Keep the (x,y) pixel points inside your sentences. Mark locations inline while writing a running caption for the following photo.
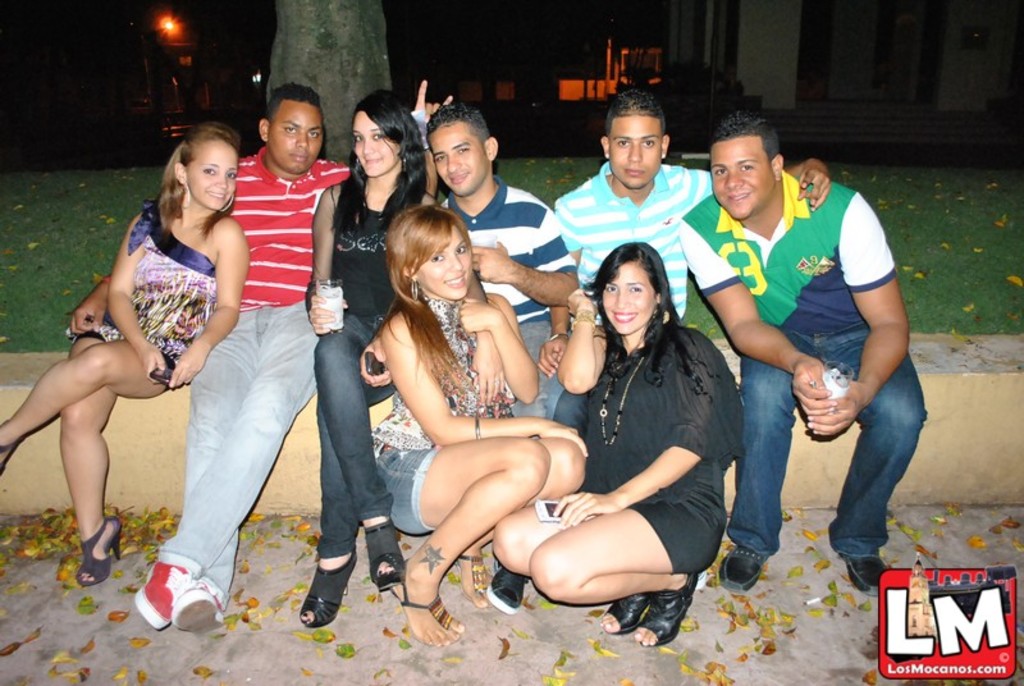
In this picture we can see some people (481,272) sitting here, at the right bottom (980,604) there is a logo (961,638), we can see grass (987,294) here, there is a tree (382,62) here, in the background (259,74) we can see a light (166,31).
